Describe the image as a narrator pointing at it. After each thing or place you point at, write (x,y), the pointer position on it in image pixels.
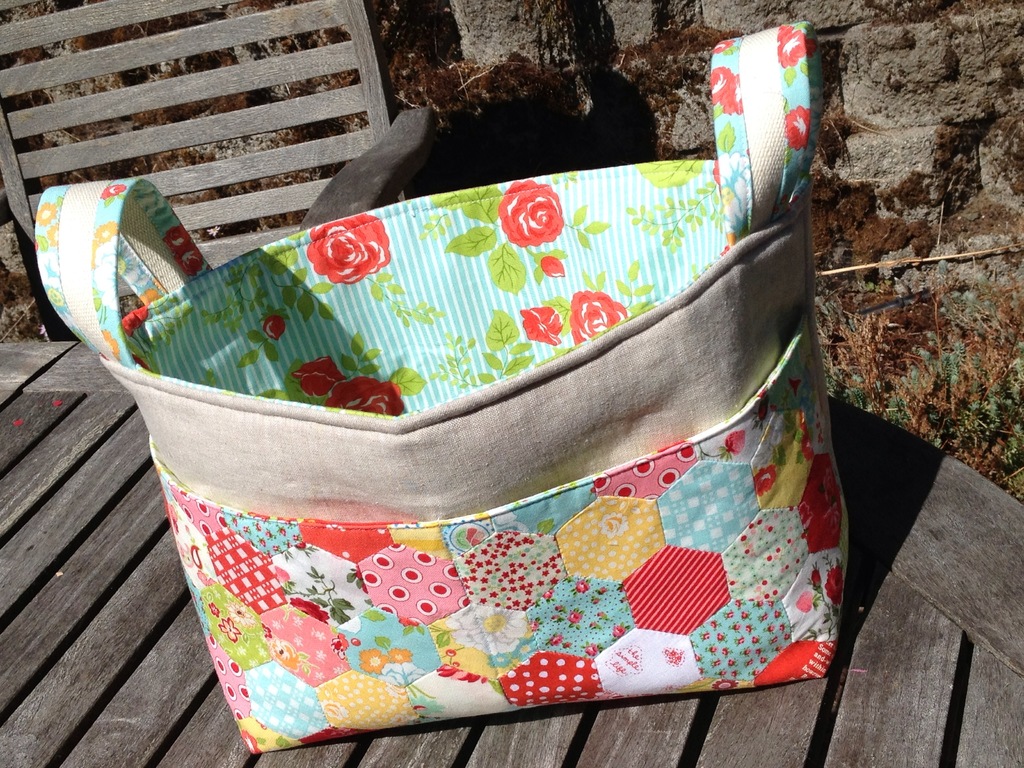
This image consists of a table (13,348), which is wooden one and it has a bag (213,487) on it, which has flowers design (423,325) on that. This bag (166,328) has two handles (811,81) and it is of multi color.
